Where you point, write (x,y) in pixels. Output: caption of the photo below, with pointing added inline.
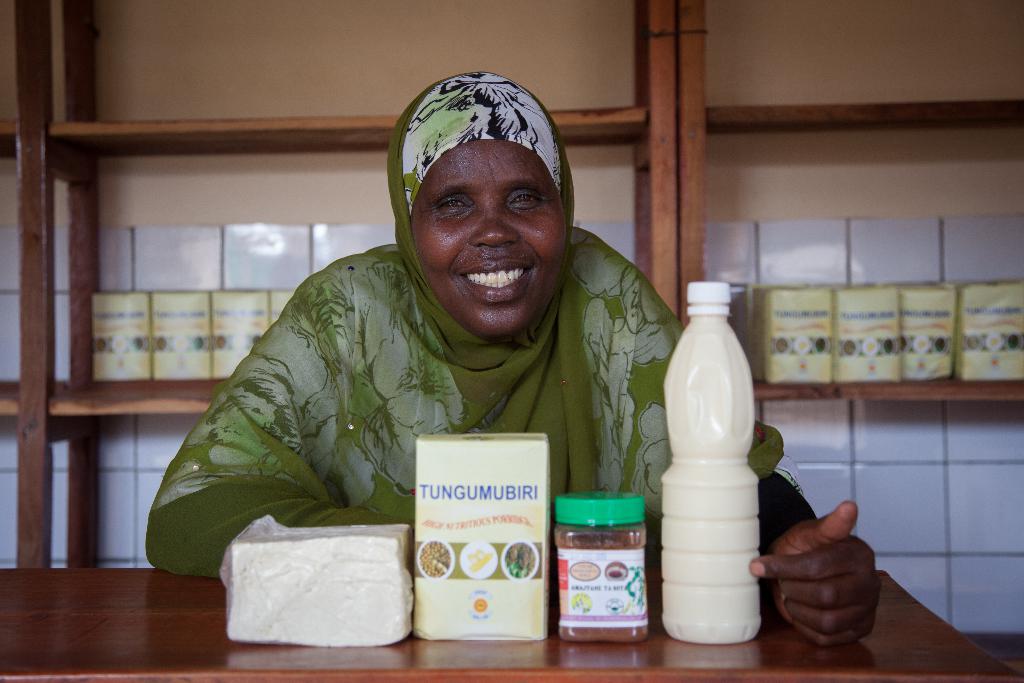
In this picture we can see a woman (451,257). She is smiling. This is the table (71,609). On the table (77,630) there are a white block (374,525), a box (535,468), and a bottle (678,546). On the background (164,387) there is a rack (89,259).
